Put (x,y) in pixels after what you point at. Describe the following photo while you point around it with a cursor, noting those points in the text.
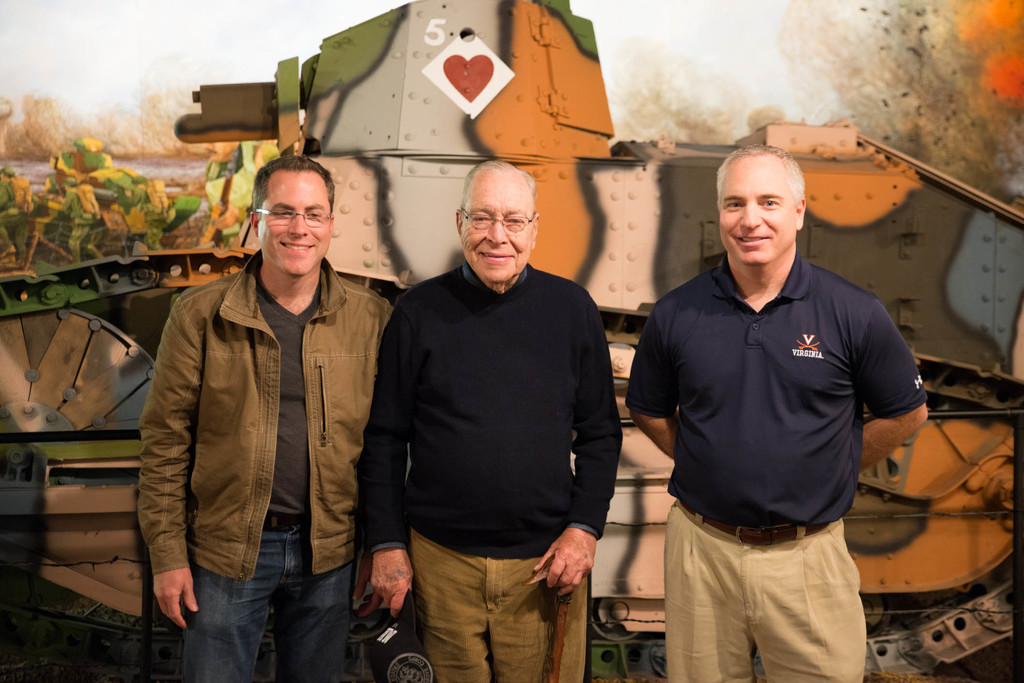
In this image I can see three men (539,351) are standing and smiling. In the background (536,97) I can see a tank (299,153).
